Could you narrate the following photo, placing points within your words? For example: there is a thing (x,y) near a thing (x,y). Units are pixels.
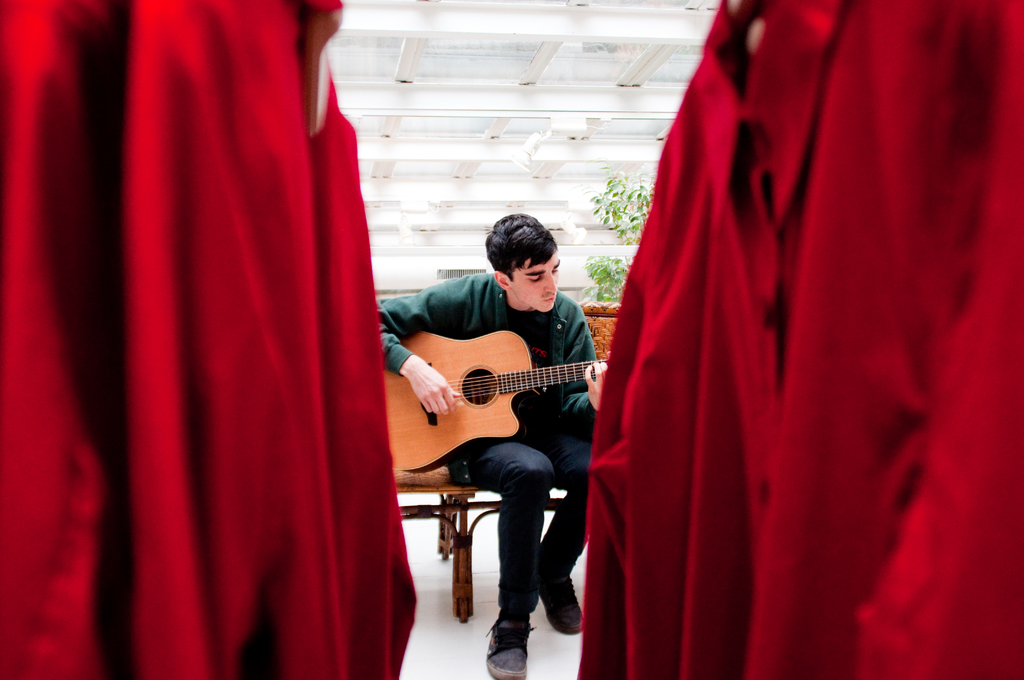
in this picture we can see a man (479,302) is sitting on a chair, and playing guitar (488,383), and at back (614,293) there is the tree (645,214), and in front (669,239) there are some clothes (193,537).
